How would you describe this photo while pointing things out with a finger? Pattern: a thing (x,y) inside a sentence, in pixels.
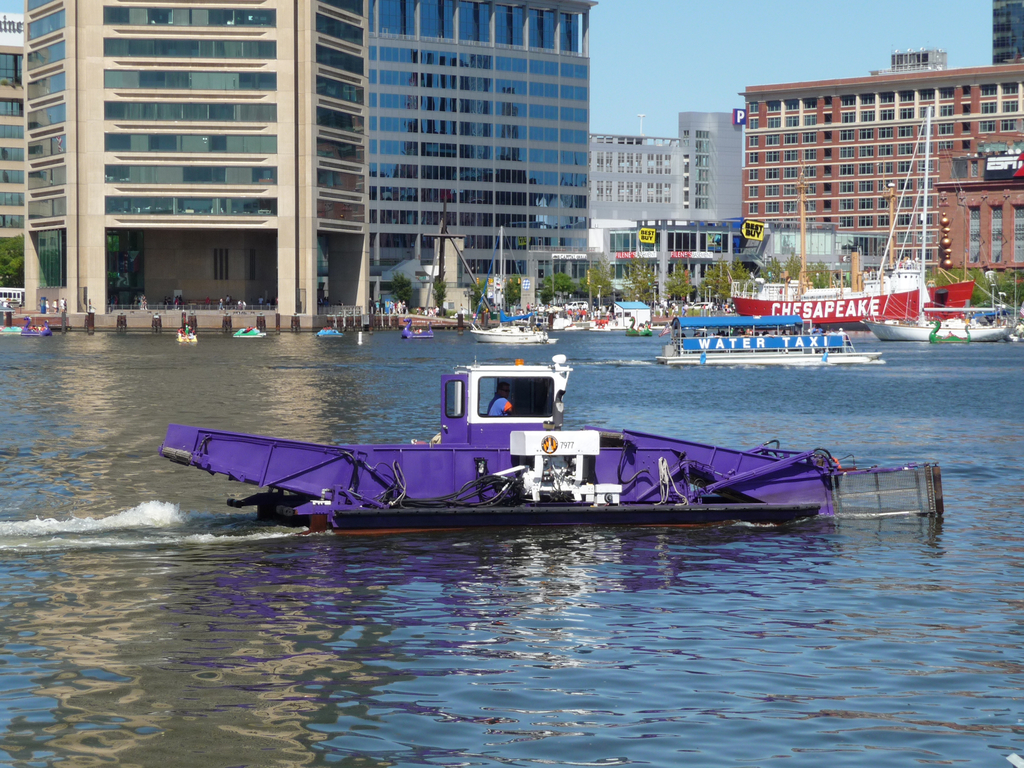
As we can see in the image there are boats (749,517), water (674,614), trees (607,280) and buildings (469,254). On the top (669,49) there is sky (681,102).
